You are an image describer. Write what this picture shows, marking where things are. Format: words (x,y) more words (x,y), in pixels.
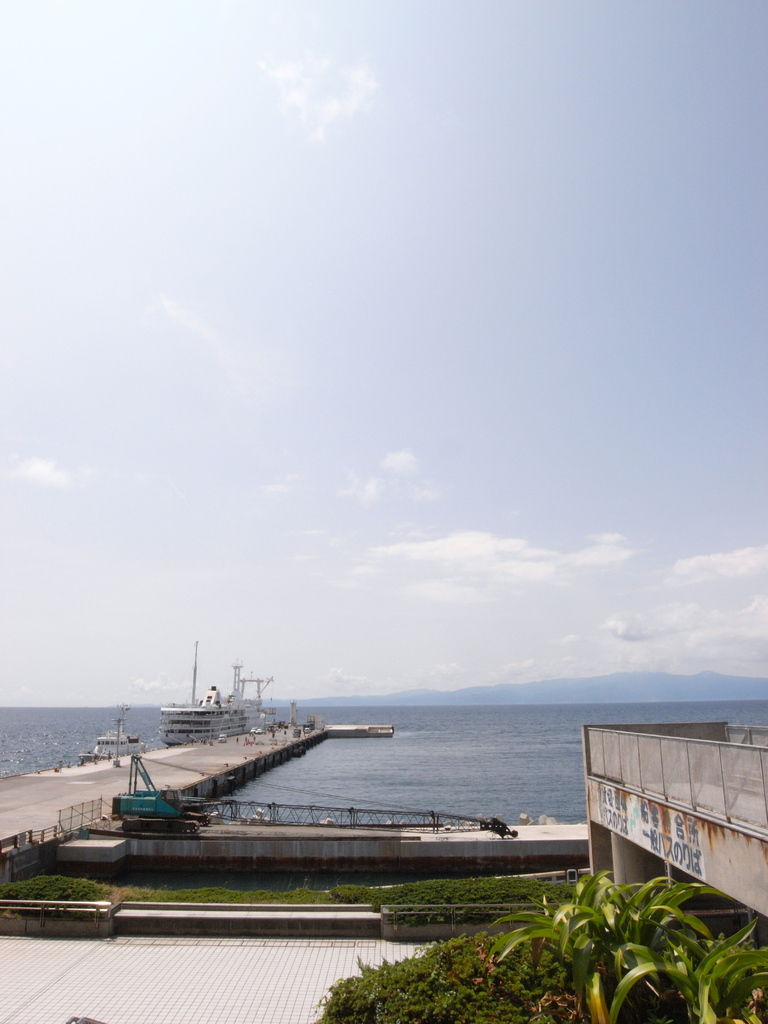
In this image we see the ships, bridge (20,799), fence (72,806) on the left side (168,773), on the right (698,976) we can see bridge railing (637,765), plants (699,966), grass (544,893), at the bottom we can see the floor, at the top (202,340) we can see the hills (568,700) and the sky (391,469) with clouds (497,578).
